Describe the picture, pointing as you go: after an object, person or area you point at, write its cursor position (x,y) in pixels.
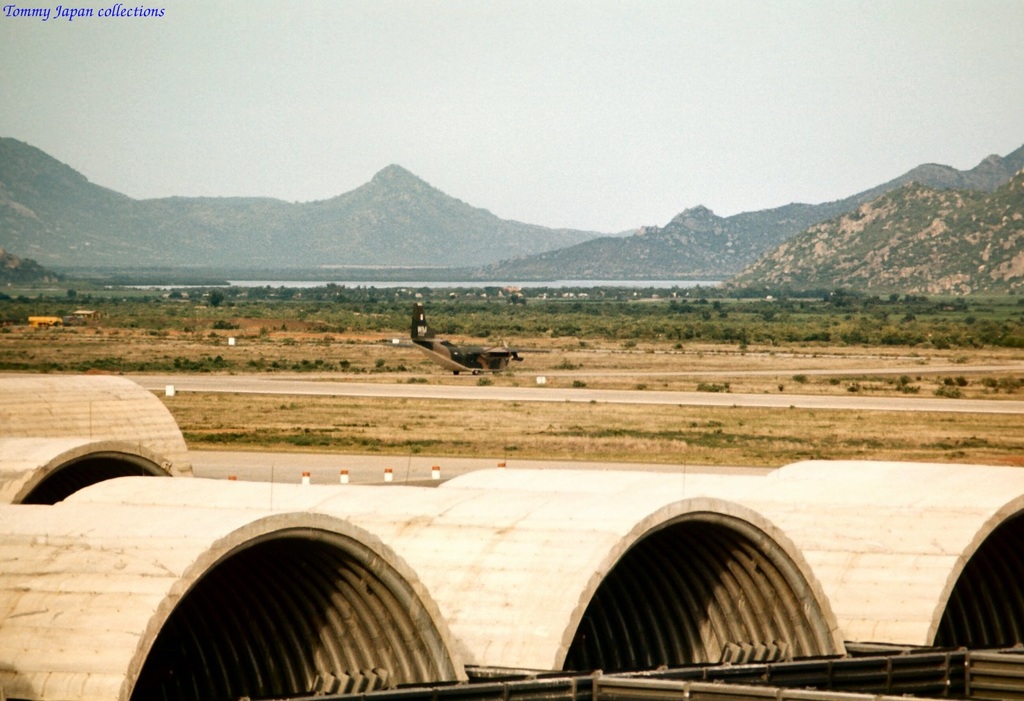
In this image we can see few objects (560,553) looks like cement pipes (300,556) and in the background (490,355) there is an airplane (459,366), few trees (231,296), mountains (398,233) and the sky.
